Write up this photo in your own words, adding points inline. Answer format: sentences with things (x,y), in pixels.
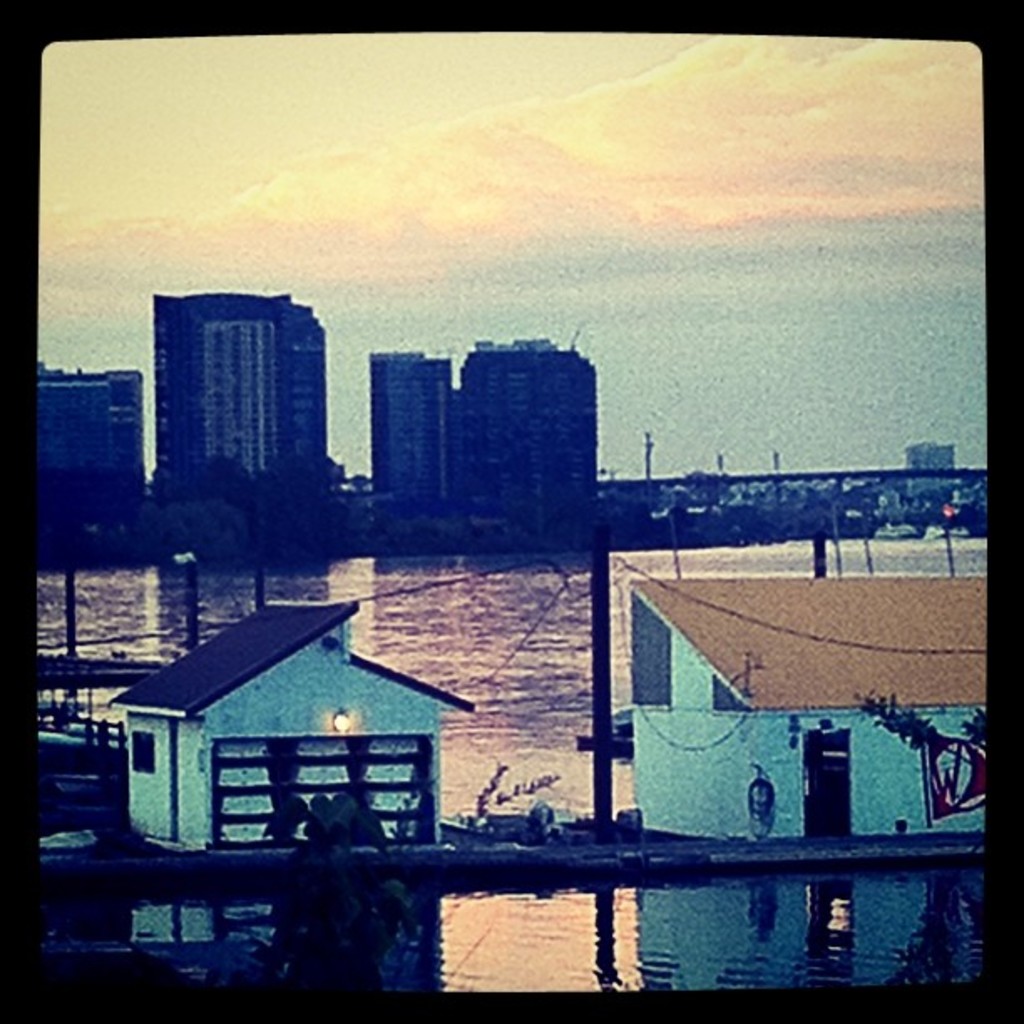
In this image I can see few buildings (442,433), houses (262,744), light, poles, water (567,592) and the sky (782,207).
